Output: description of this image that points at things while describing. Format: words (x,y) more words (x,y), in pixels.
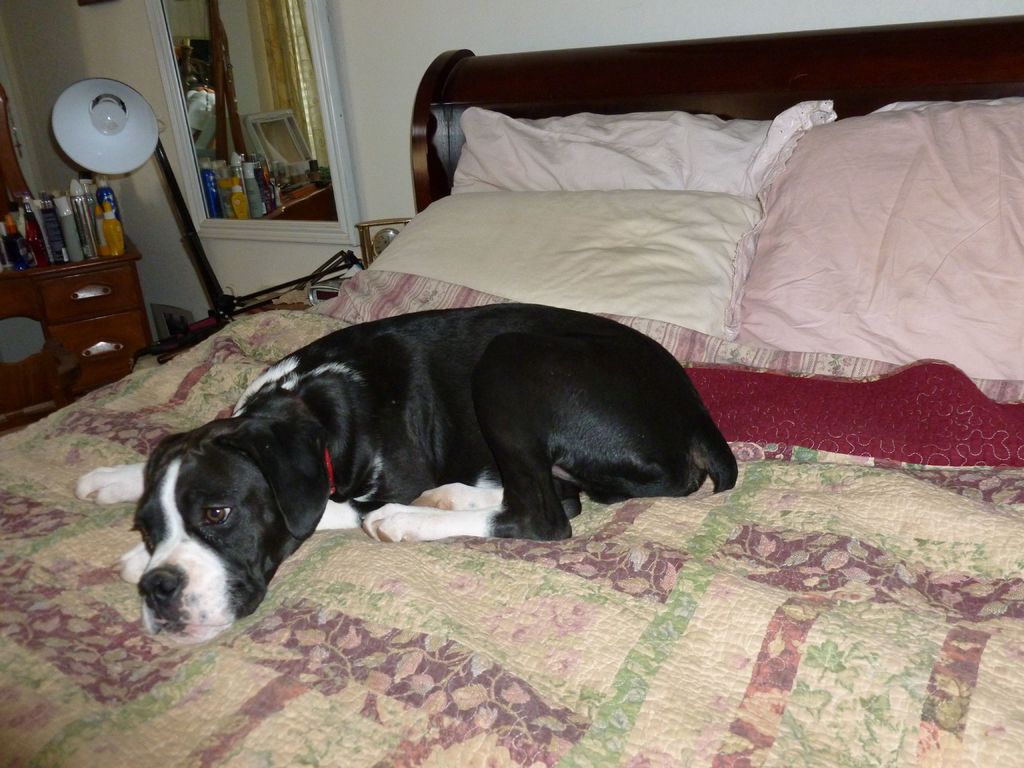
We can see dog (523,500) on the bed (926,374). On the background (446,19) we can see wall (432,7), mirror (200,154), lamp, table (122,318). On the table (66,265) we can see bottles (91,237). we can see pillows (800,170).
